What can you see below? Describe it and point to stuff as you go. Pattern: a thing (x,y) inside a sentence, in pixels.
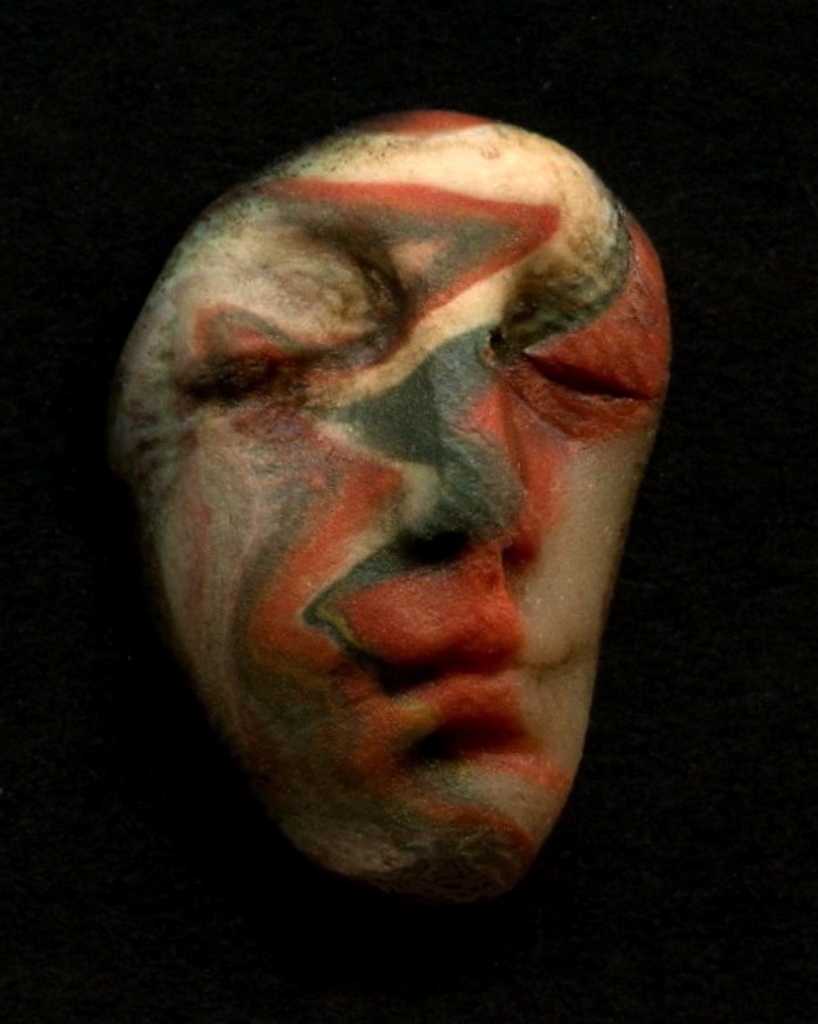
In this image it looks like a sculpture (398,552) of a person's face (392,490) and dark background (727,493).
